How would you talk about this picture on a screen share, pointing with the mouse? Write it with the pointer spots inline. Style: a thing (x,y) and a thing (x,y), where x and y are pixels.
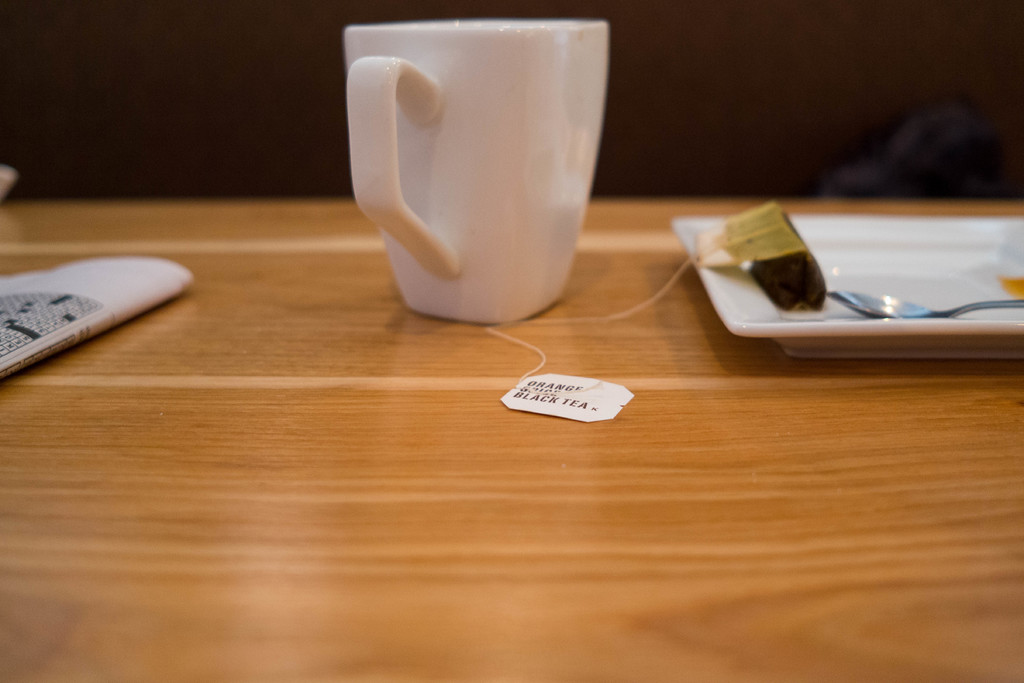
here we can see a table (467,413) with a cup (494,247) on it along with a plate (931,261) and spoon (913,317).
